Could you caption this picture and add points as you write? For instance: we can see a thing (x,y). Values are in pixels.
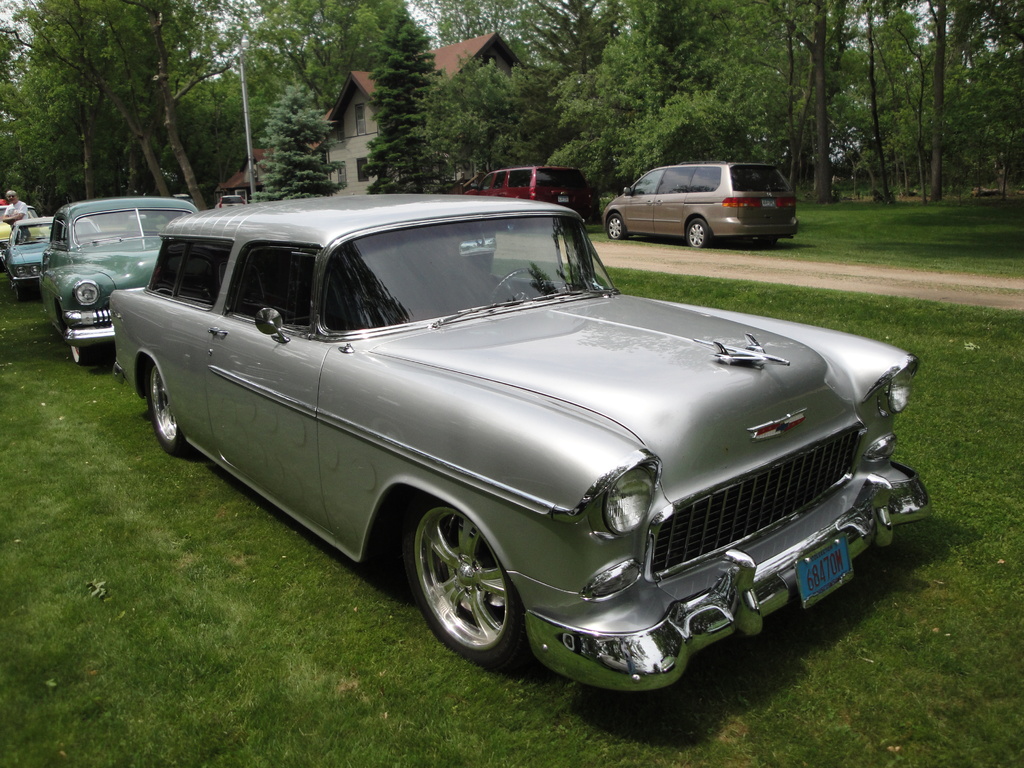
In the image there are some vehicles (86,211). Behind the vehicles (343,210) there are some trees (203,28) and buildings (346,152) and poles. At the bottom of the image (170,577) there is grass (51,365). Behind the vehicles (55,248) there's a man (12,219) is standing.
